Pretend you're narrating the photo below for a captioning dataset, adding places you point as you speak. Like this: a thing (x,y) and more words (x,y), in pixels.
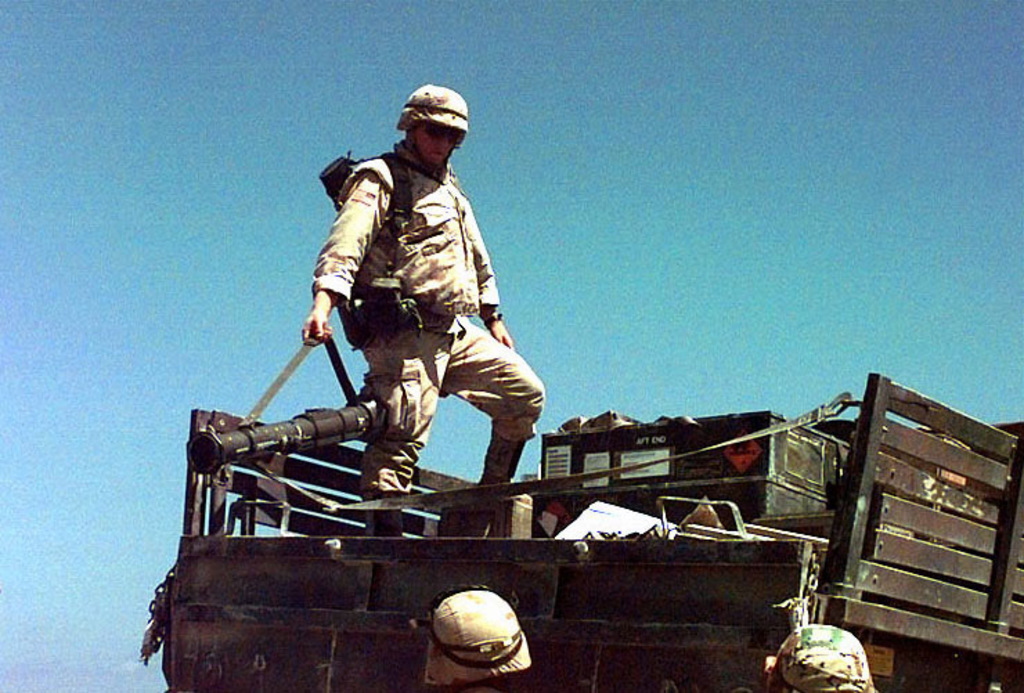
There is a vehicle (932,533). A person (397,315) is standing on it wearing an army uniform (401,274). 2 people (829,661) are standing down.
